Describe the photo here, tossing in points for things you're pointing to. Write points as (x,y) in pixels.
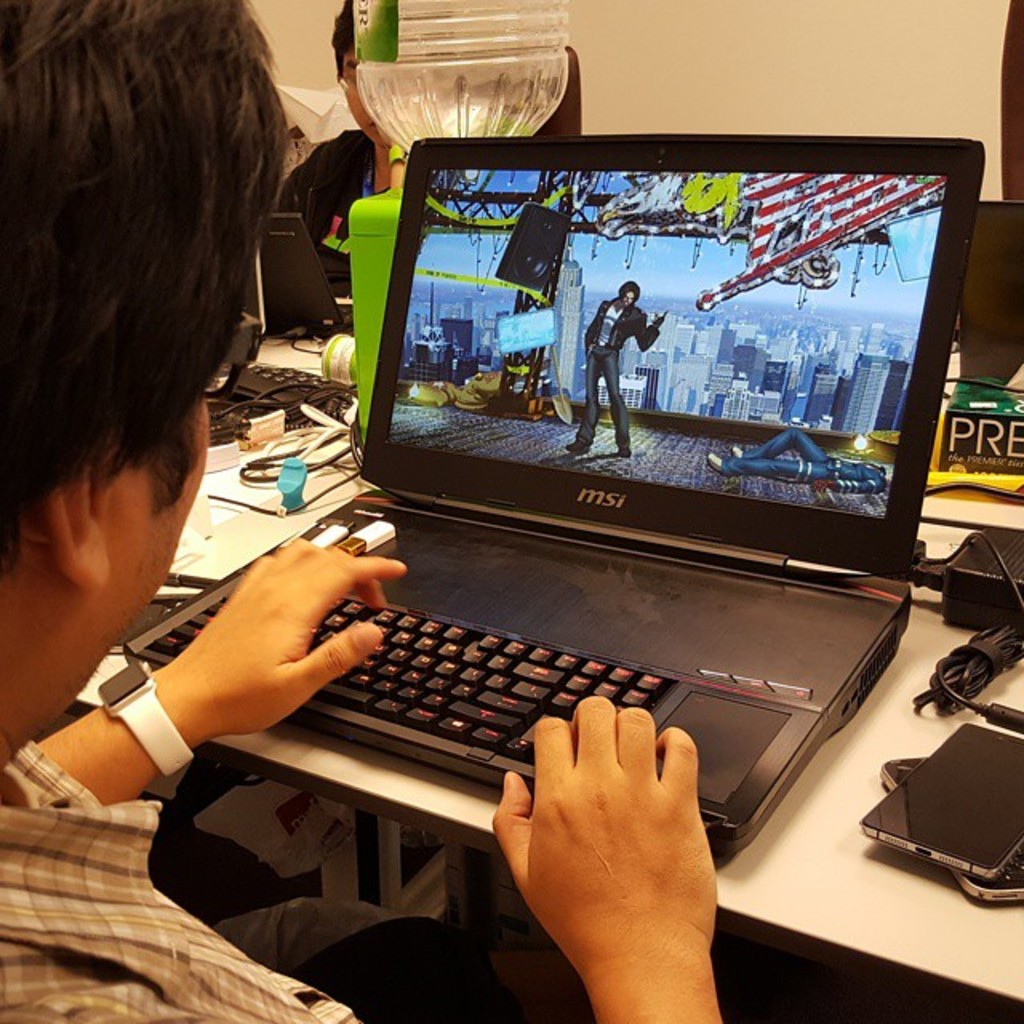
In this image there is a table (886,908). On the table (945,893) there are mobile phones (982,817), a laptop (583,514), papers (221,480), cable wires (1008,637) and a box (949,429). To the left (80,863) there is a person (45,873) working on the laptop (496,706). In the background (356,152) there is another person (321,195) working on the laptop (297,237). There is a wall (778,78) in the image.
